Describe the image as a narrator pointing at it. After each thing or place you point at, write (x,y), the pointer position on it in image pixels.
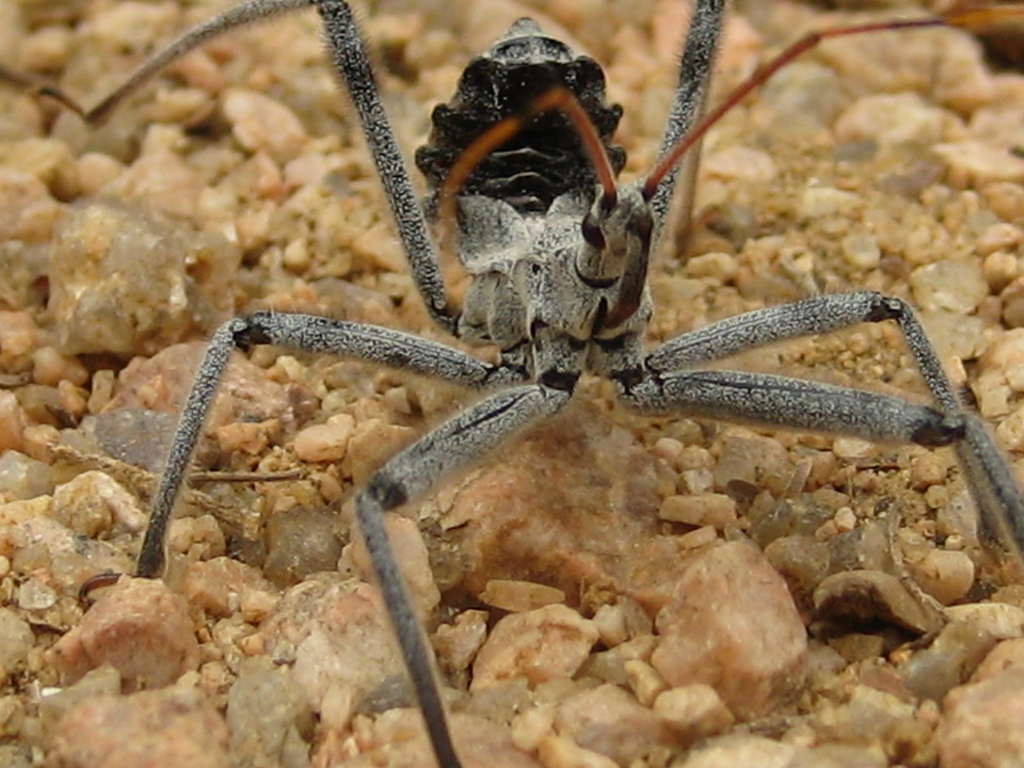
In this picture, we see an insect (543,339) in grey, black and red color. It has six legs (553,387). At the bottom (504,624), we see the stones (579,555).
